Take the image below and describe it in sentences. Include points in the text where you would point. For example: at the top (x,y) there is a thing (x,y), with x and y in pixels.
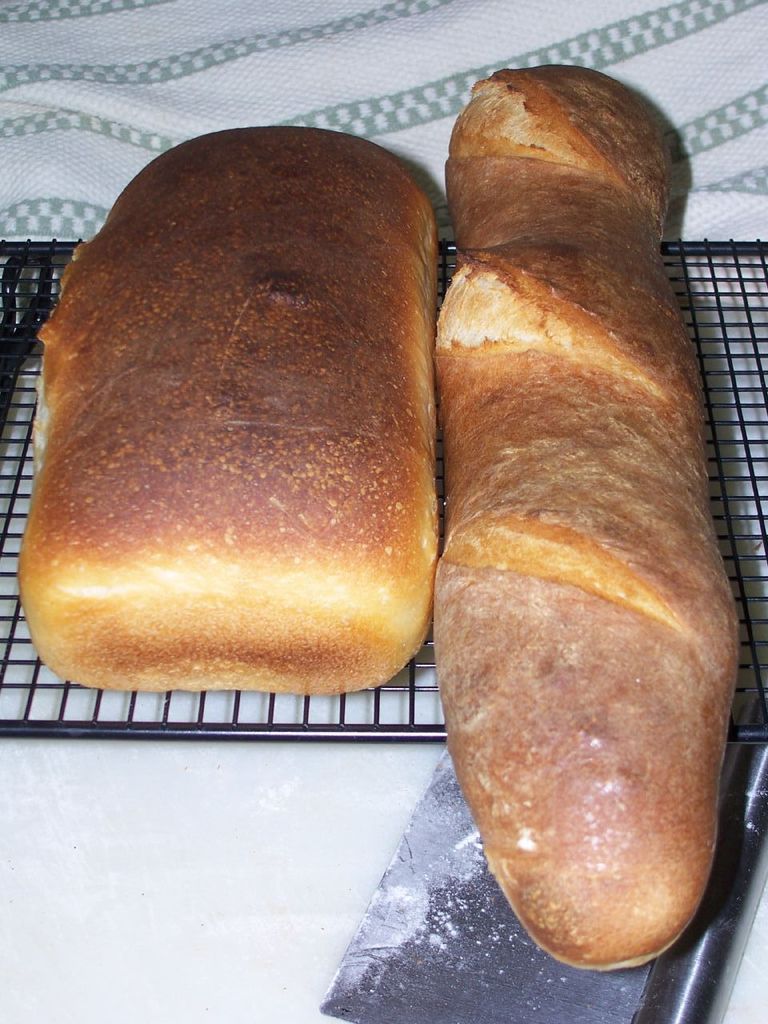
In this image there is some bread (371,513) kept on the grill (221,728). Grill (232,722) is kept on the table (197,802) having a cloth (413,65) and an object (539,965) on it.
